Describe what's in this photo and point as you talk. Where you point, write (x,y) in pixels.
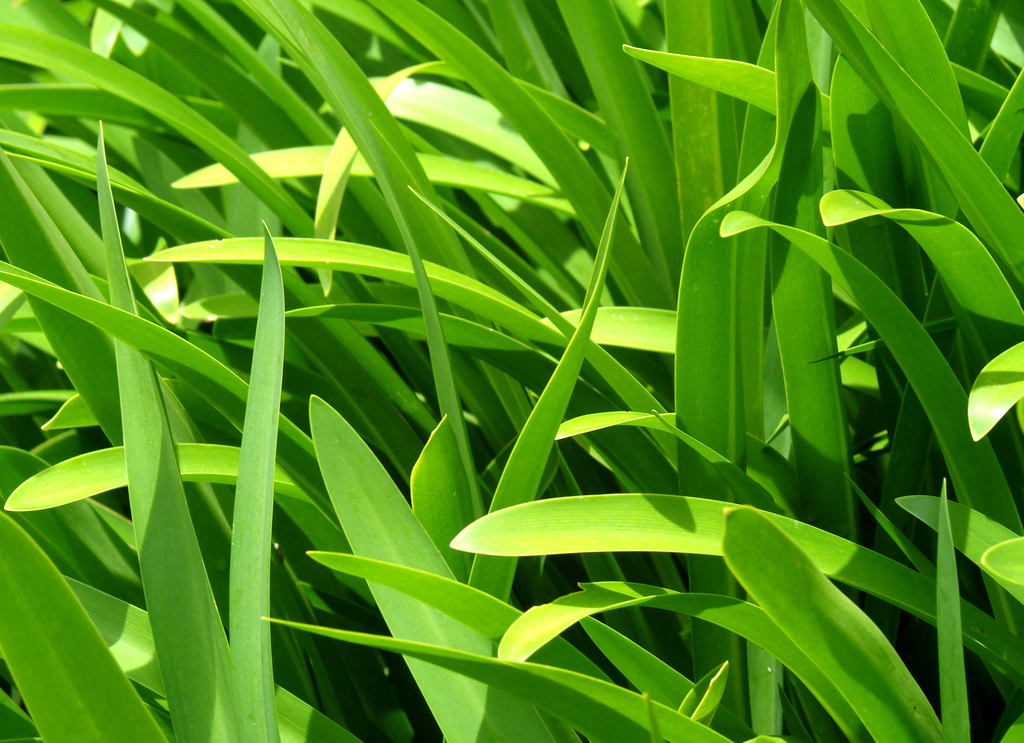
There are broad green leaves (487,336) of a plant (716,176) in the picture.
